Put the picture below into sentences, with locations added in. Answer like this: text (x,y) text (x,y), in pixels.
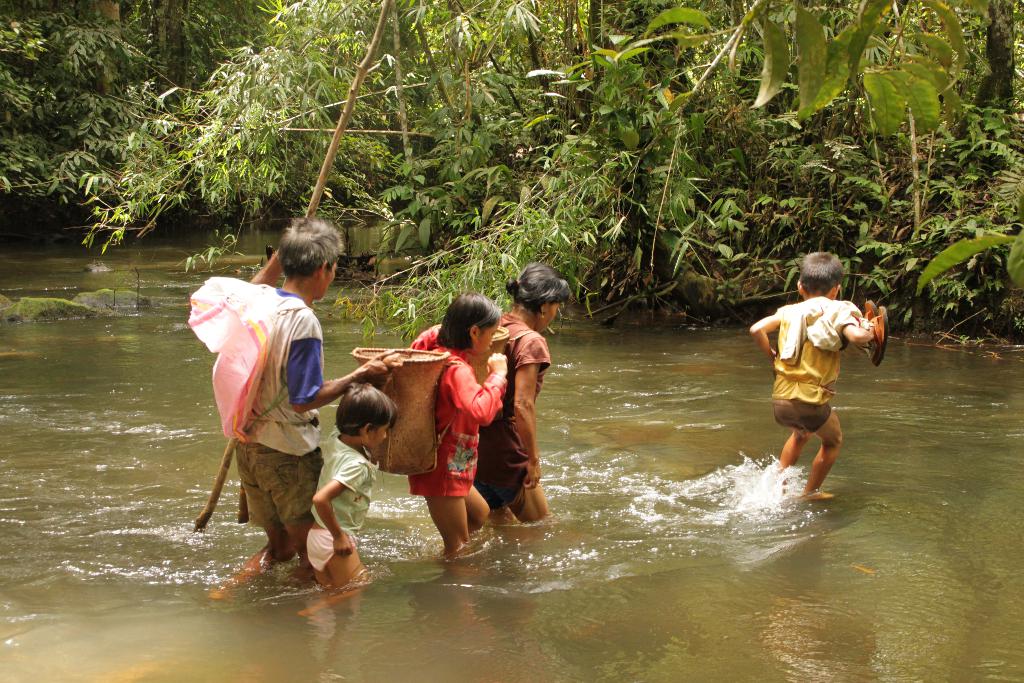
In this image I can see the group of people (283,440) are standing in the water (742,389). I can see two people (472,492) wearing the brown color objects (431,376) and one person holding the footwear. To the side I can see many trees (470,190).
